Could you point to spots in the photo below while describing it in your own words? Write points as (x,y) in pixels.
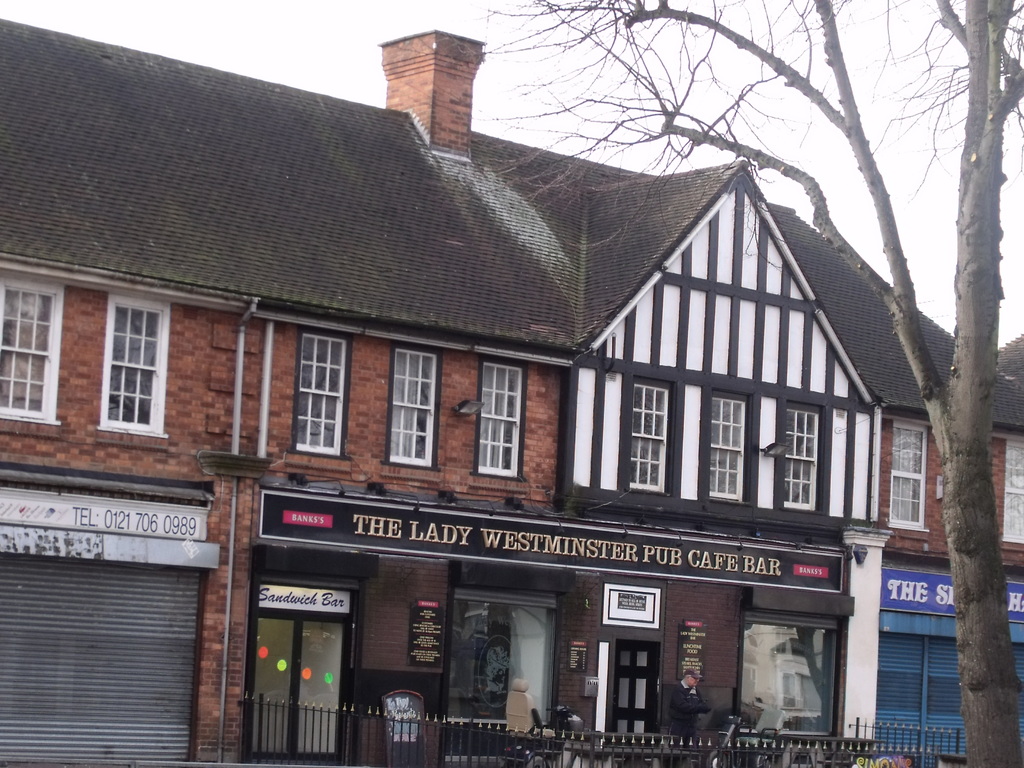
In this image there is a building (439,531), in front of the building (813,400) there is a tree (946,431). In the background (462,8) there is the sky (456,4) and in front of the building (646,703) there are chairs (527,724) and tables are arranged and there is a railing (552,759).
